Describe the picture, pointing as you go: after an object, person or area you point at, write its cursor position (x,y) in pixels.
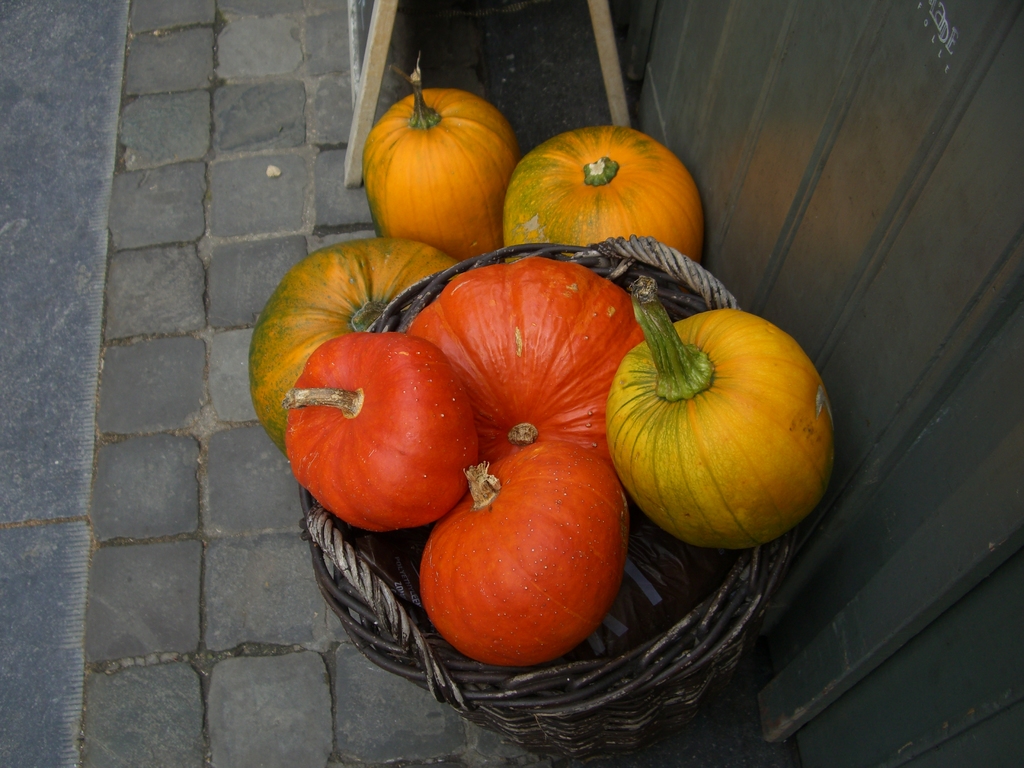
In the picture I can see pumpkins (521,378) in a basket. I can also see some other objects (622,119).
